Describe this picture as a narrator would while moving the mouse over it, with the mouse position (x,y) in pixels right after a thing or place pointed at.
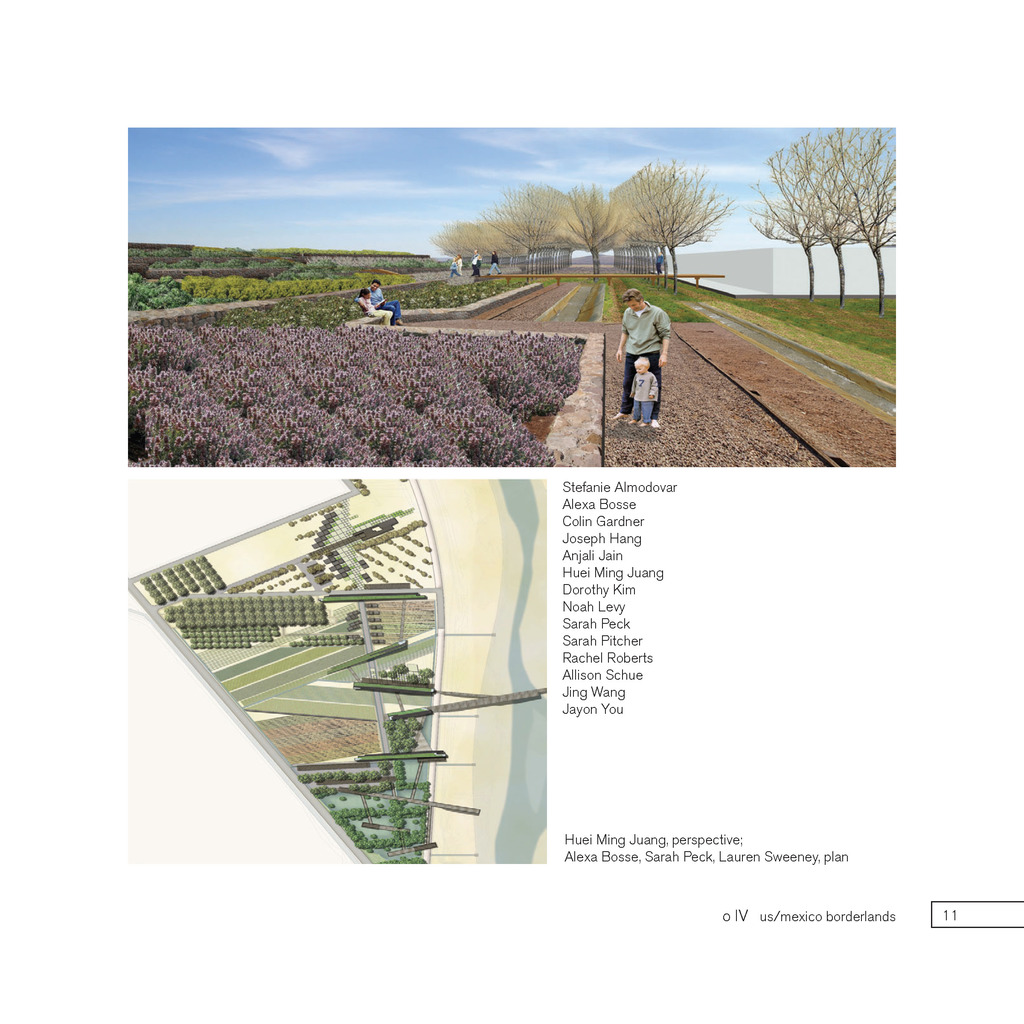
This is a collage image. In this image there are a few people (637,336) sitting and standing on the path (462,328), around them there are crops (283,401), trees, plants (286,256), building (716,259) and the sky (540,165). In the other image there is a blueprint (356,604), beside that there is some text (784,856).
